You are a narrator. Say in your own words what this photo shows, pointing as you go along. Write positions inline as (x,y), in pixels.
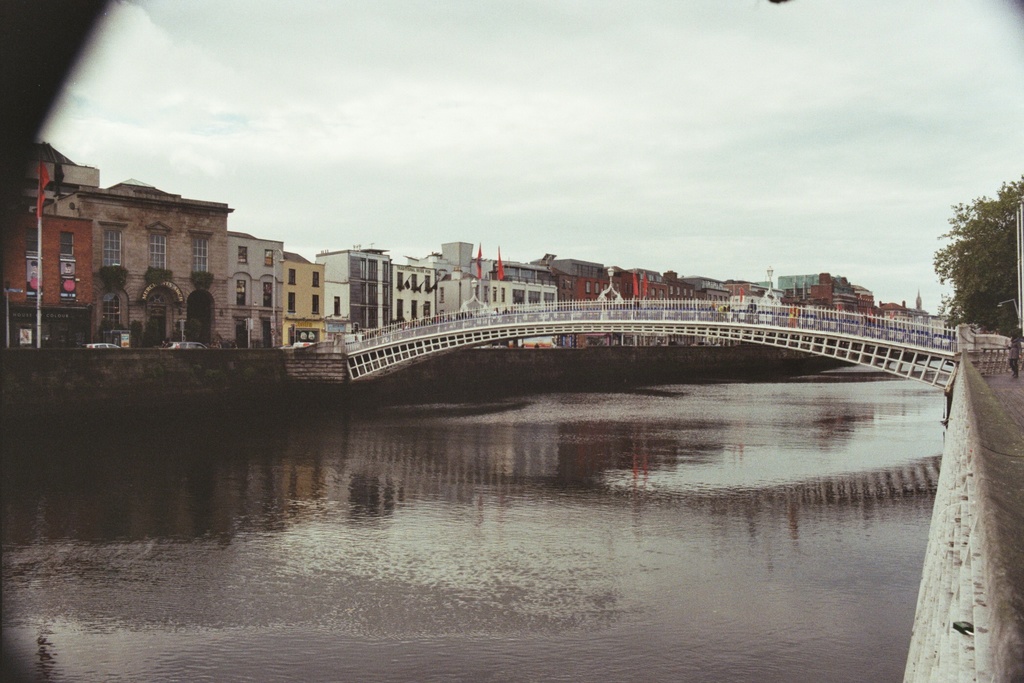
In this picture there are buildings (309,307) and trees (999,212) and poles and flags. In the middle of the image (413,318) there is a bridge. On the right side of the image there is a person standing on the road (997,383). At the top (430,116) there is sky (322,94) and there are clouds (522,59). At the bottom (380,517) there is water (276,557).
